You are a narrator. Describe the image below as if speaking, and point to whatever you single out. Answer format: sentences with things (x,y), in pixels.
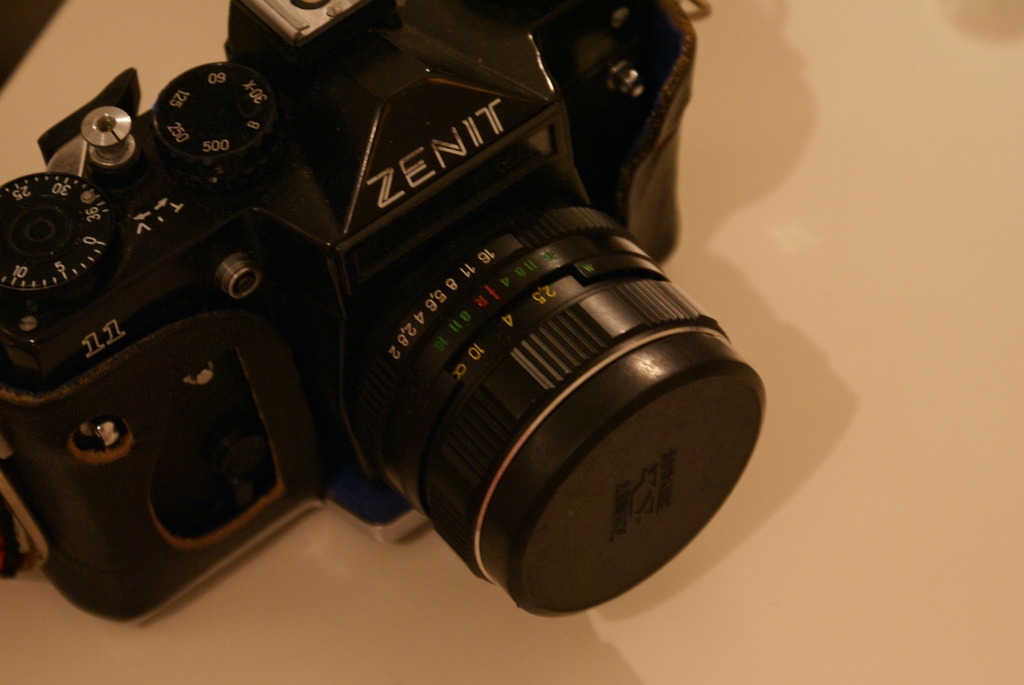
In this picture we can see a camera (550,8) on the white surface (911,473). We can see a shadow (752,99).
